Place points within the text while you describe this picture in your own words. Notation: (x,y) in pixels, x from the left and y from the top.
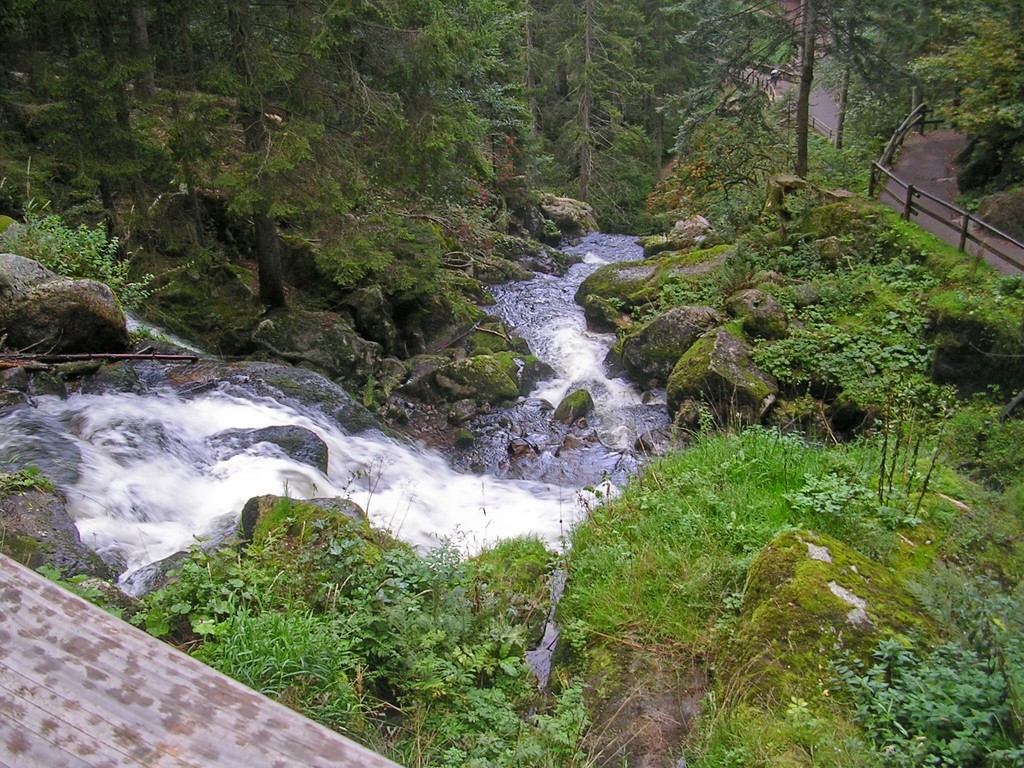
In the image we can see there is waterfall (477,516) and there are rocks (475,359) on the ground (433,345). The ground (282,293) is covered with grass (793,726) and there are trees (504,107). There are wooden fencing poles (905,119) on the ground (940,170).
